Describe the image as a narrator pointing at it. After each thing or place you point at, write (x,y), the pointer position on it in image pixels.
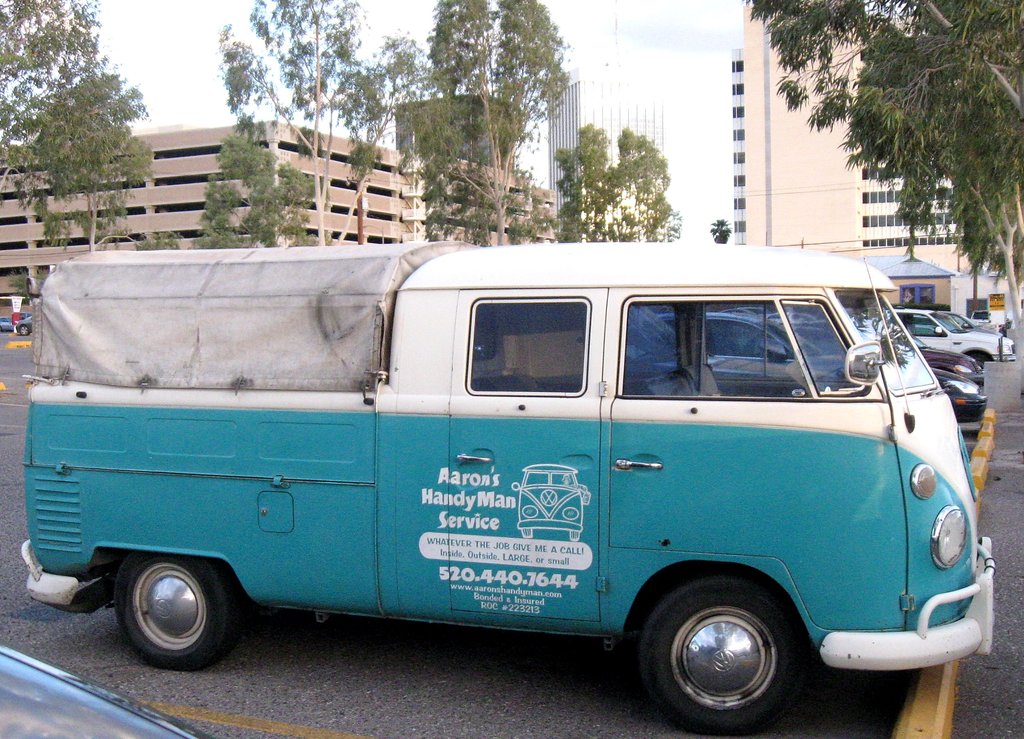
In this image we can see vehicles (725,423) on the road (593,718). In the background (212,156) there are buildings (840,168) and trees (434,117). At the top (362,59) there is sky (600,37).
